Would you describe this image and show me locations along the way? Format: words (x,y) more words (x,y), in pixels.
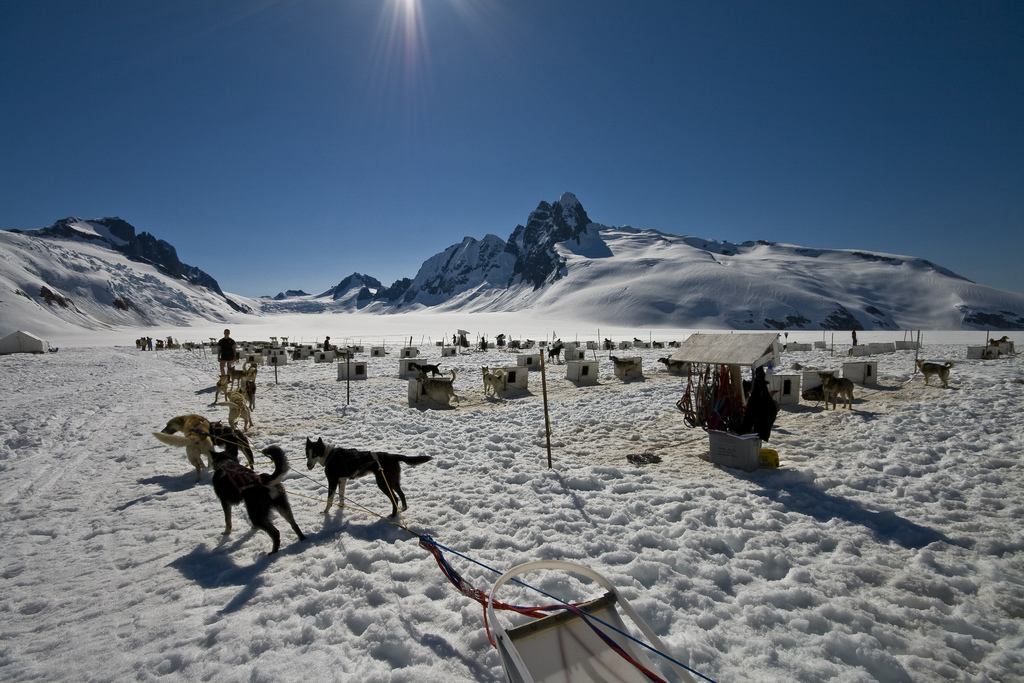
In this image there are animals (240,447), poles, person (225,338), tent (6,339), snow (658,365), hills (677,249), blue sky (468,82) and objects (718,343). Land (24,411) is covered with snow (495,414).
